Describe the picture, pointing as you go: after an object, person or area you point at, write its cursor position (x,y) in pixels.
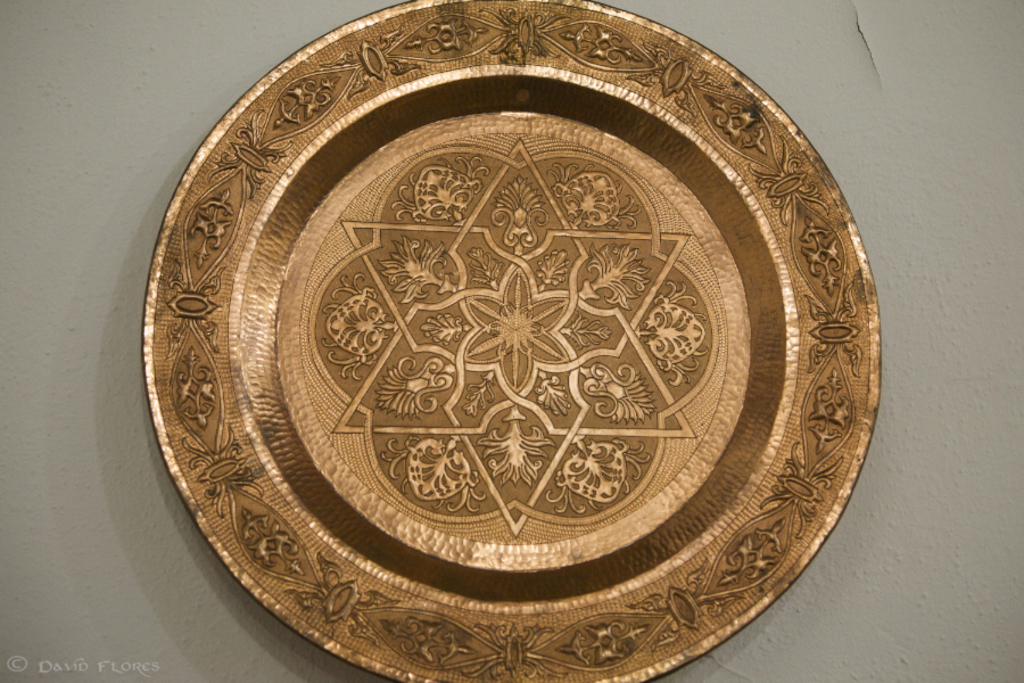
In this picture I can observe bronze plate (295,405). There is a design (432,361) on this plate (492,337). The plate (232,434) is placed on the white color surface (115,351). On the bottom left side (107,660) I can observe watermark (99,660).
